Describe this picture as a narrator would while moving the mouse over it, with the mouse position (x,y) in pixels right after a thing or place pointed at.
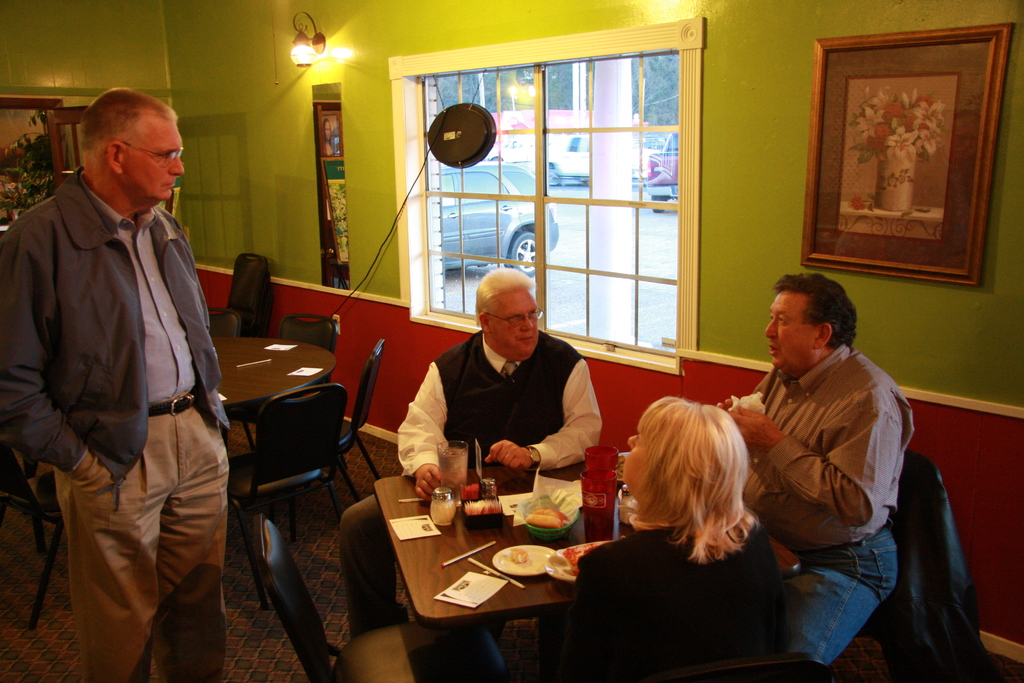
This picture describes about four people (154,289), three people (876,523) are seated on the chair (940,539) and one is standing, in front of seated people (484,464) we can see some food items (543,515), sticks (444,562), papers (459,585) on the table (476,541). Behind them there is a wall painting (901,156) and also we can see couple of cars (558,173), trees (554,86) and lights (523,96).
